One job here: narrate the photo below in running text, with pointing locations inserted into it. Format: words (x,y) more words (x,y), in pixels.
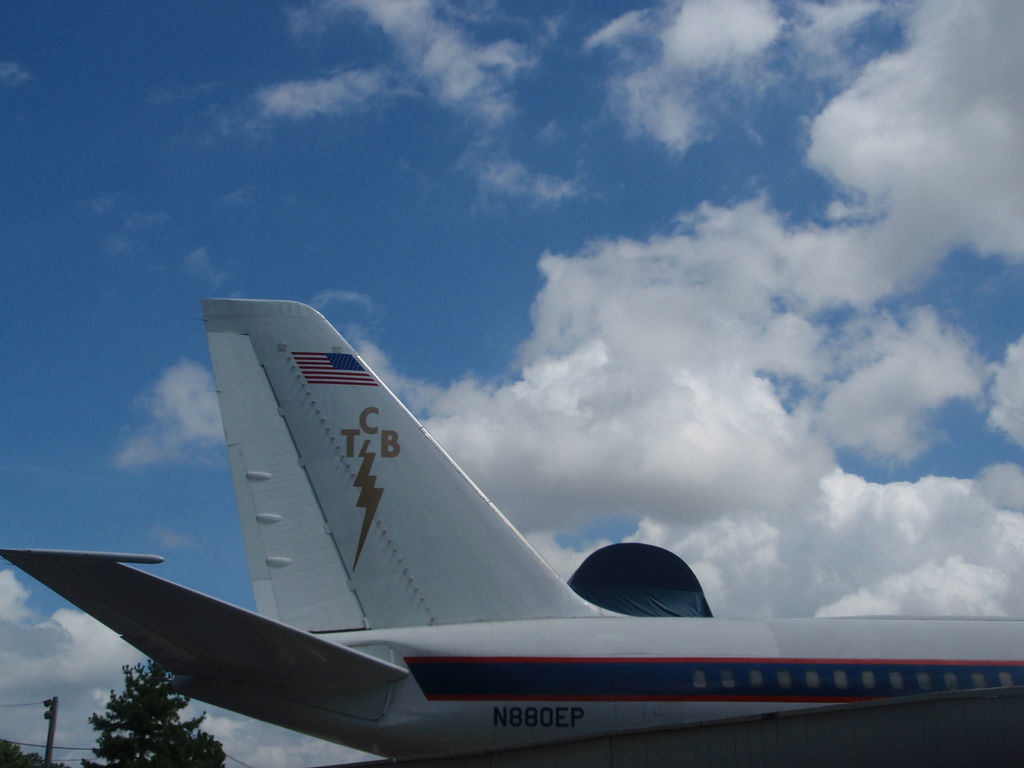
In this image there is an aeroplane (387,724). At the back side (166,729) there are trees (113,694), utility pole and at the background (134,676) there is sky (542,253).
